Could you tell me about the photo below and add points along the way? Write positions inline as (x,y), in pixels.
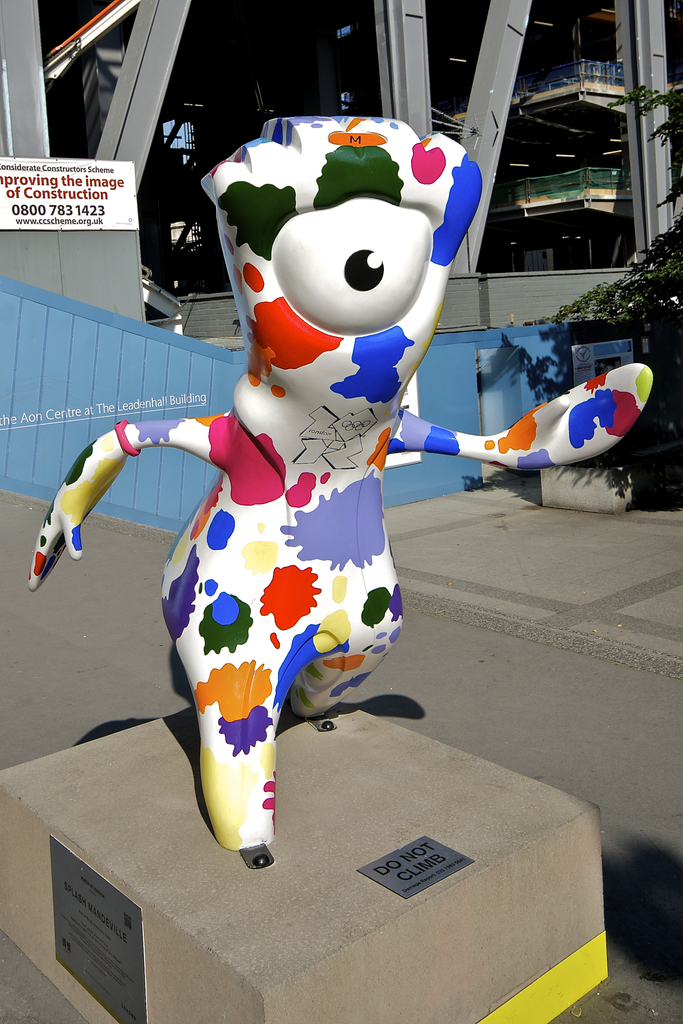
In this picture there is a statue (244,559) which is in different colors and there is do not climb written on it and there are few iron rods (43,79) behind it which has something written in the left top corner (77,197) and there is a tree (636,299) in the right corner (621,278).
